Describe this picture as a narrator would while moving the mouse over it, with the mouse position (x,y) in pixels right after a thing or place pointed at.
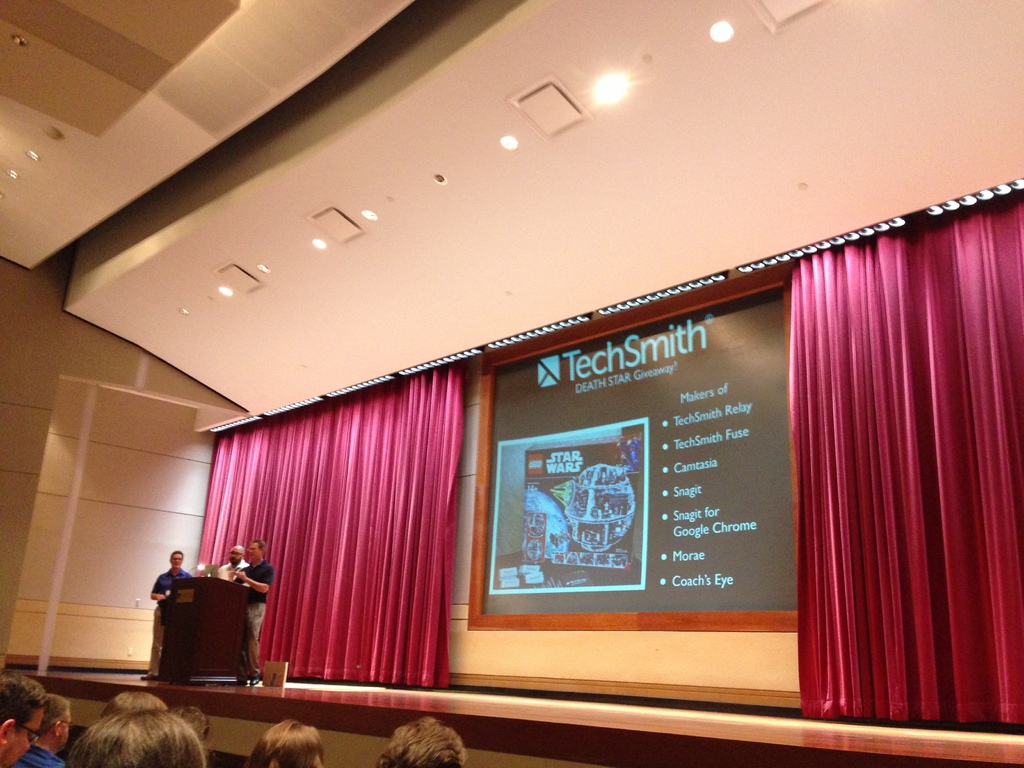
This is an inside view of a hall (130,507). On the left side (223,571), I can see the stage (437,697) on which three men (239,567) are standing in front of the podium (216,618). At the back of these people (231,556) I can see a screen (583,450) and two curtains (873,427). At the bottom of the image (165,736) I can see few people (166,715) are facing towards the stage (345,711). At the top (614,74) there are some lights (505,146).
